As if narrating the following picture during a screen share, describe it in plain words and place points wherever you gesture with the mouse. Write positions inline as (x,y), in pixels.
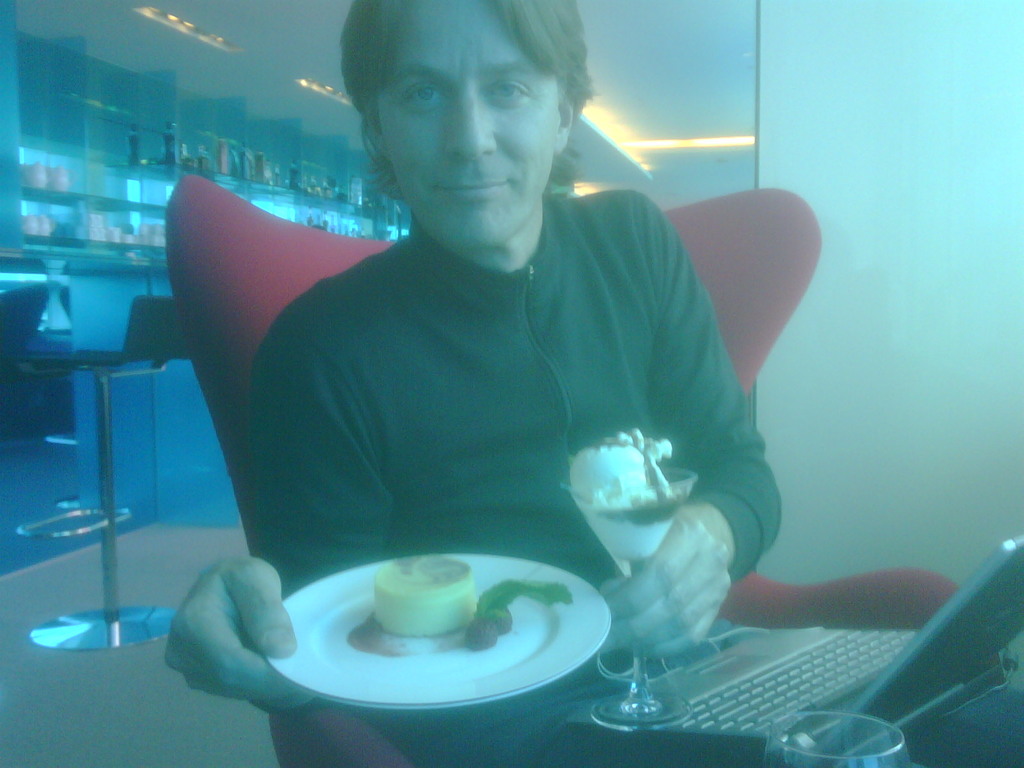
In this image we can see a man (534,721) is sitting on a chair (875,592). He is holding a glass (616,491) and a plate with food (605,449). Here we can see a laptop (822,665) and a glass (892,749) which is truncated. In the background (65,427) we can see a table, floor (87,761), wall (965,313), racks (65,219), bottles (271,173), ceiling (326,8), lights (630,132), and other objects (167,333).
